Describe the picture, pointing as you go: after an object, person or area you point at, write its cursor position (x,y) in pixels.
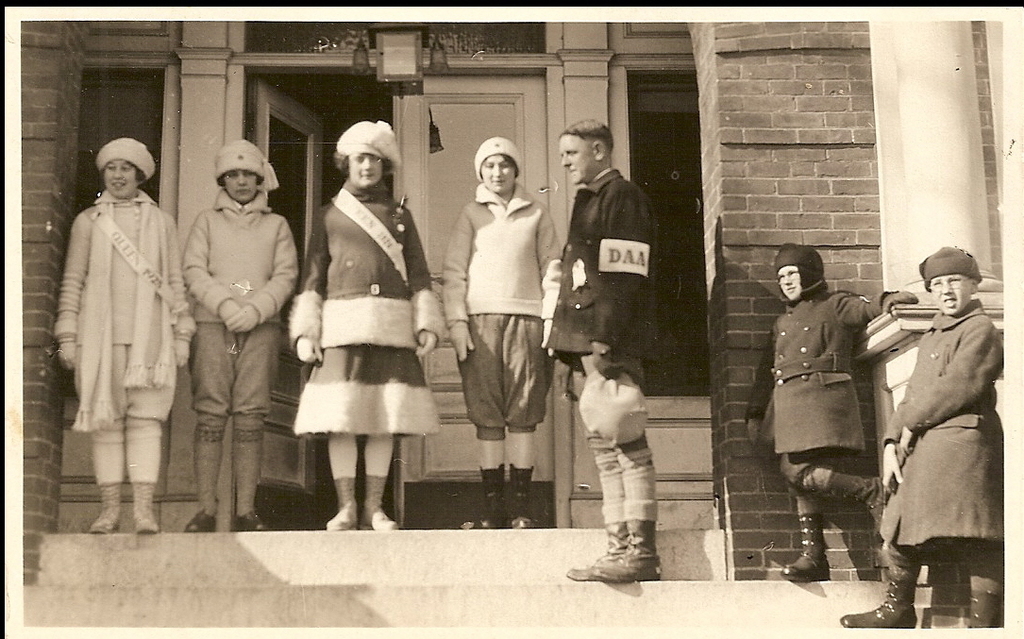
In this image I can see the photograph (353,464). In the photograph (473,444) I can see few people (475,385) with the dresses (343,402) and the building (529,58).
